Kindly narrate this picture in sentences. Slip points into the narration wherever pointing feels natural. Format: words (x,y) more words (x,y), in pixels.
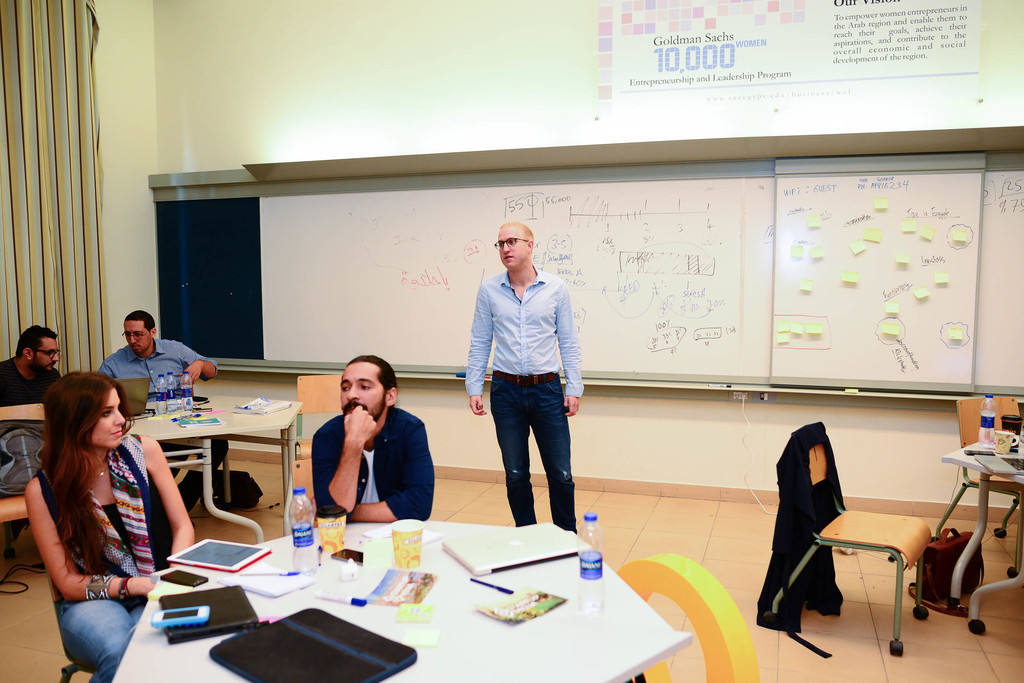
There are four persons (122,409) sitting on chair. A man (512,348) is standing wearing specs (507,243). There is a chair (824,527). On the chair (823,475) there is a jacket (792,511). There are many tables (472,602). On the table (529,576) there are laptop bag (290,641), mobiles (184,583), tab (249,556), bottles (304,544), cups (331,539), papers (413,587), pen (499,588) and books (518,609). In the background (651,253) there is a board (590,244). And there is a screen (653,51) on the wall (598,58). There are curtains (56,201). There are some notes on the board (891,268).
